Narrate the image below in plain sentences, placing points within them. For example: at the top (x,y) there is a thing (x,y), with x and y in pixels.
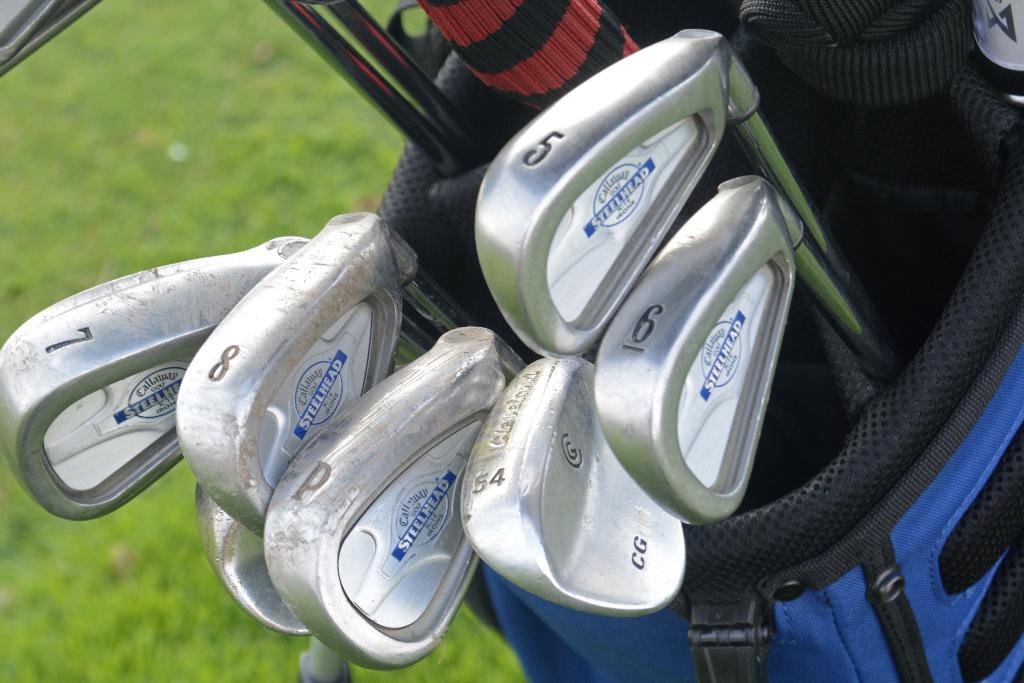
Here I can see few Golf bats (457,373) in a blue color bag (873,528). At the bottom of the image (96,614) I can see the green color grass (101,604).
